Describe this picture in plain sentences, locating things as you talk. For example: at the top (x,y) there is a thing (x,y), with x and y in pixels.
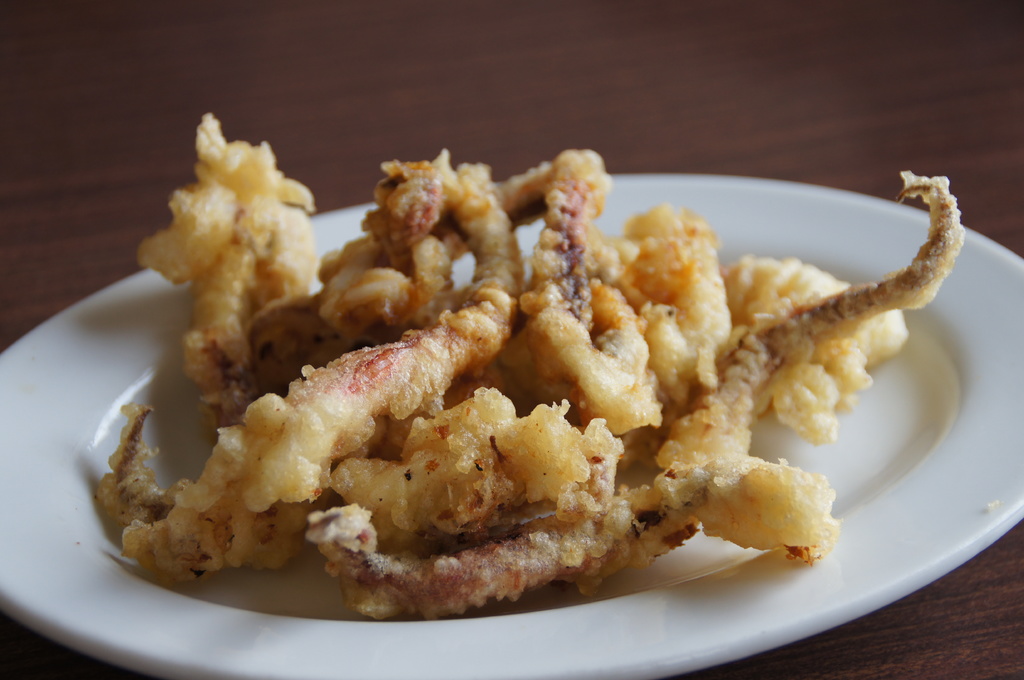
In this image we can see a plate (316,583) with some food item (451,302) on the table (642,46).
